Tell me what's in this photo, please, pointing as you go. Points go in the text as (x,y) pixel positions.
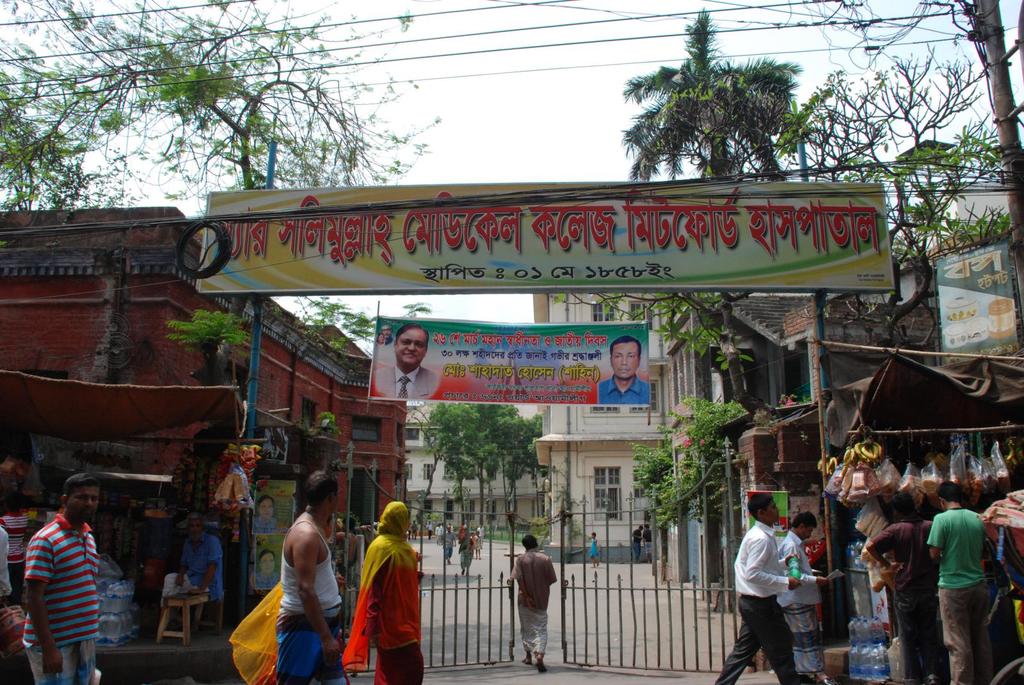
At the bottom (371,575) there is a woman (402,651) who is wearing red dress (409,623), beside her we can see a man (299,606) who is wearing t-shirt (324,592) and short (309,655). In the bottom right (784,638) there is a man (768,574) who is wearing a shirt (758,584), trouser (759,617) and holding a water bottle (792,563). Beside him there are two person (920,542) standing near to the shop (829,602). In the shop (868,448) we can see water bottles (857,649), chips packets (898,490), plastic covers (951,458) and other objects (955,450). In the center (425,271) there is a board (633,203) which is near to the gate (620,613). In the background (471,414) we can see the buildings (563,432) and trees (459,446). In the top right corner (976,9) there is an electric pole (1021,263) and wires (806,2) are connected to it. At the top (598,51) there is a sky (598,51). On the left (117,563) we can see a tea stall (237,450), beside that there is a man (208,558) who is sitting on the bench (170,604).
